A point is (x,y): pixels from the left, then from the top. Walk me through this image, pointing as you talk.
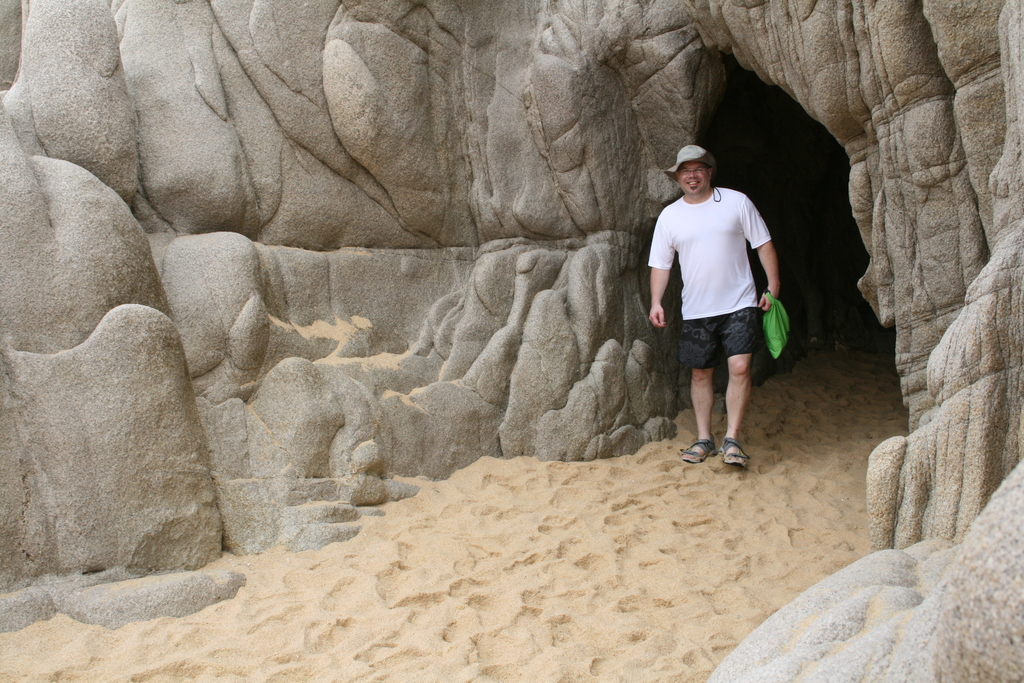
In this image, we can see a cave (726,169) and there is a person (681,187) wearing glasses (684,171), a cap (709,166) and holding a bag (766,317). At the bottom (474,599), there is sand (429,627).
